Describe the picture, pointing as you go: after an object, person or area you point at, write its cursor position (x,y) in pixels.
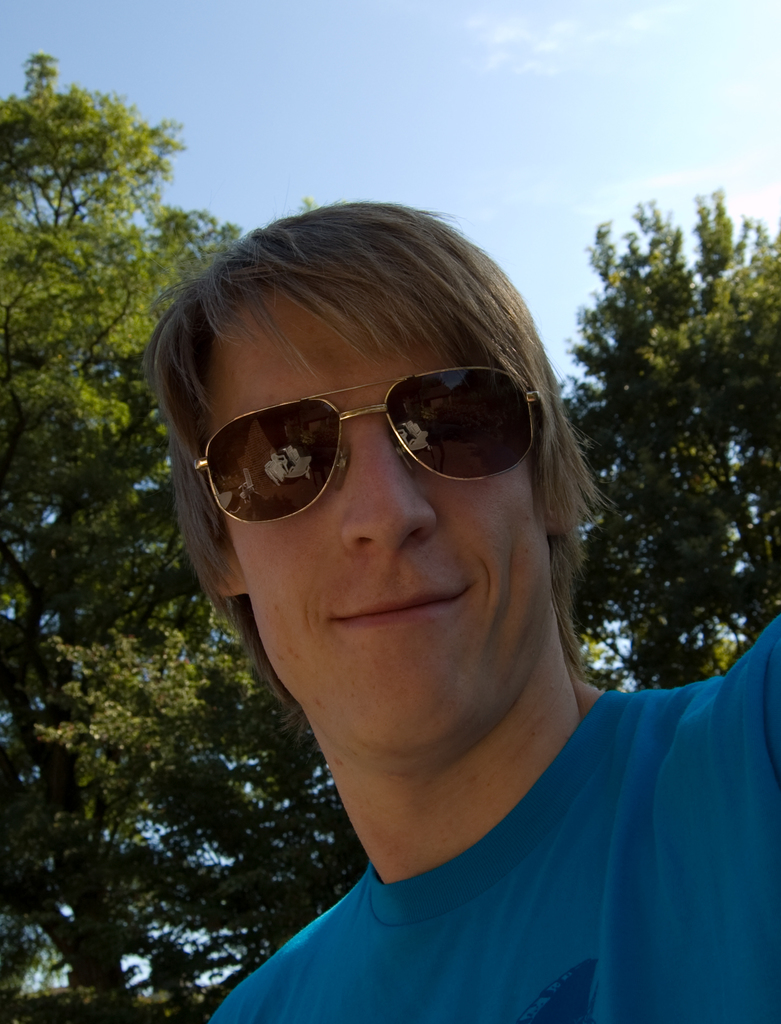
In this picture we can see a man (403,299) wore goggles (409,417) and smiling and in the background (59,267) we can see trees (742,278) and the sky (424,69).
